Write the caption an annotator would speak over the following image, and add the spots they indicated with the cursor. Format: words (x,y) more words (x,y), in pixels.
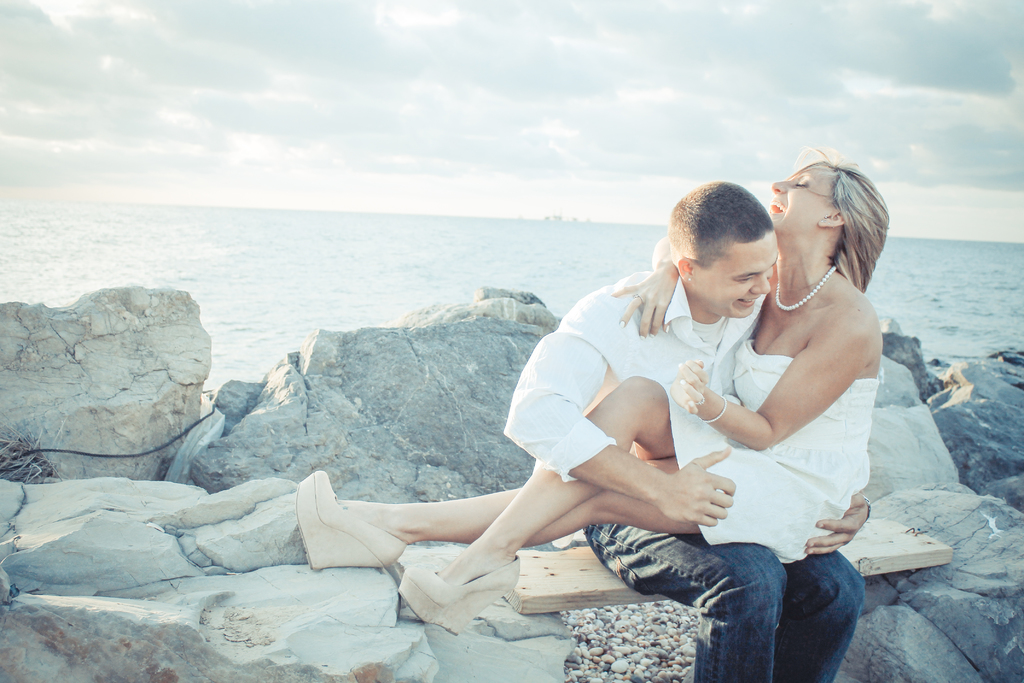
In this picture I can see a person (657,560) sitting on the wooden surface (592,582) which is placed on the rocks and holding a woman (660,442), behind there are some water (238,363).
